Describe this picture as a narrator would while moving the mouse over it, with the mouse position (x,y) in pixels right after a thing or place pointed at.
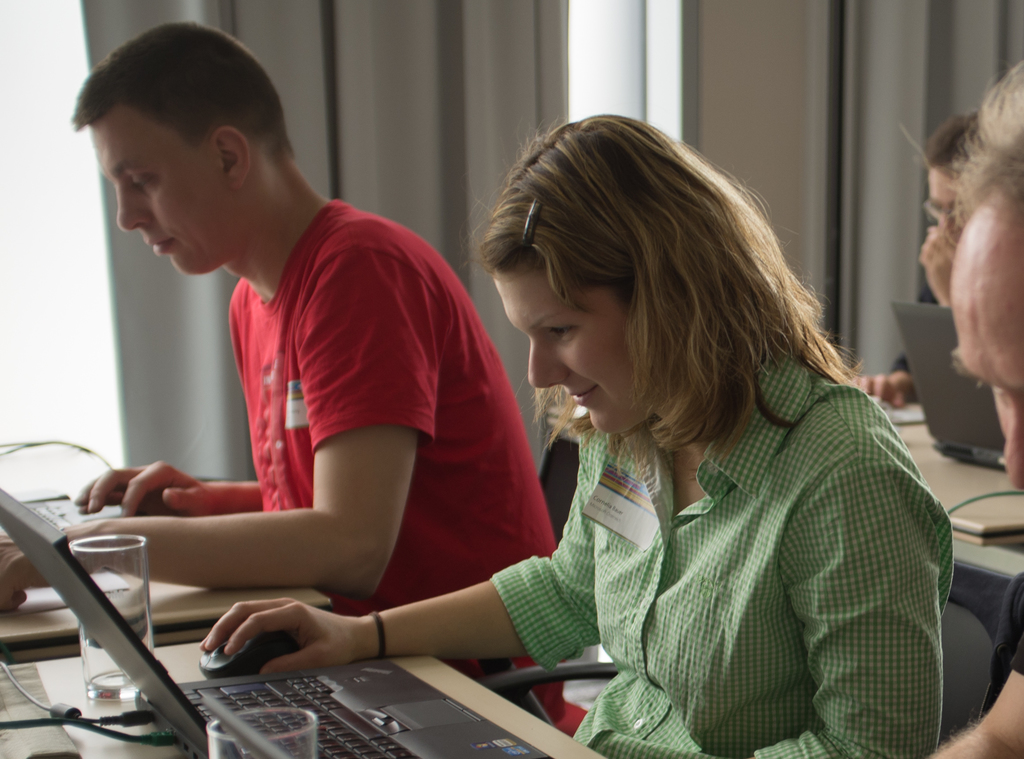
In this image, There is a table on that table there is a laptop (279,692) there is a mouse (251,659) and there are some people (403,449) sitting on the chairs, In the background (859,211) there is a wall (768,64) and a curtain (391,78) of white color.
